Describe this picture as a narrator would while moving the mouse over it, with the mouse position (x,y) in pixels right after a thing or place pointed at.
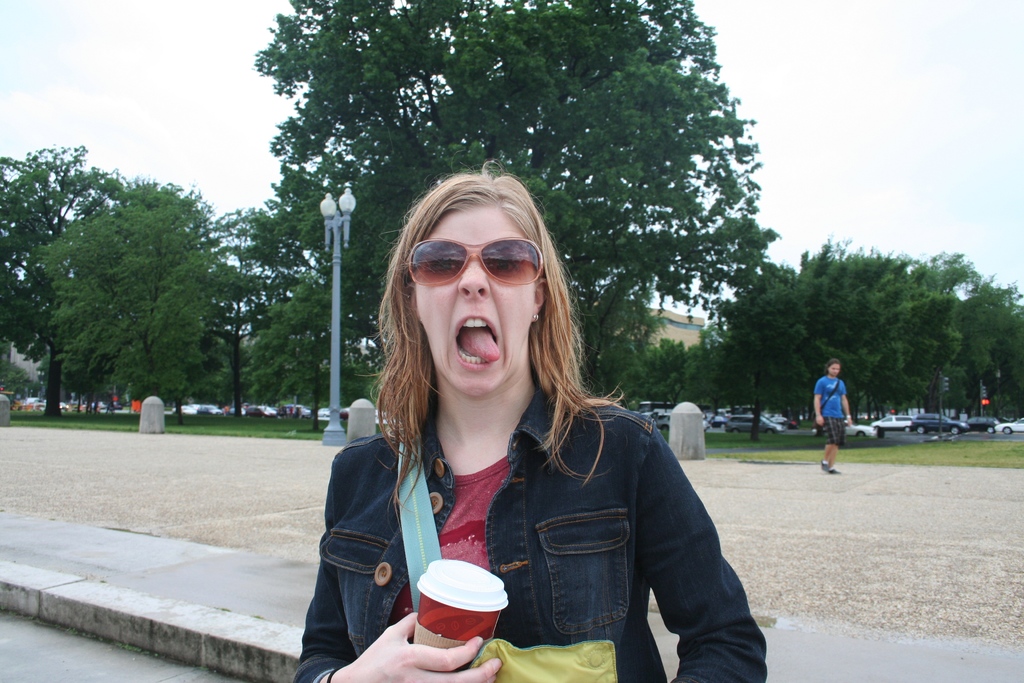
This is an outside view. Here I can see a woman (392,463) holding a glass (462,608) in the hand (415,639), wearing a jacket (511,457), goggles (446,250) and giving pose for the picture. In the background (177,306) there are many trees (650,316), cars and a building (688,335). On the right side (830,405) there is a person (824,436) walking on the ground (794,470). On the left side (335,318) there is a light pole (335,275). At the top of the image (867,120) I can see the sky (893,94).
